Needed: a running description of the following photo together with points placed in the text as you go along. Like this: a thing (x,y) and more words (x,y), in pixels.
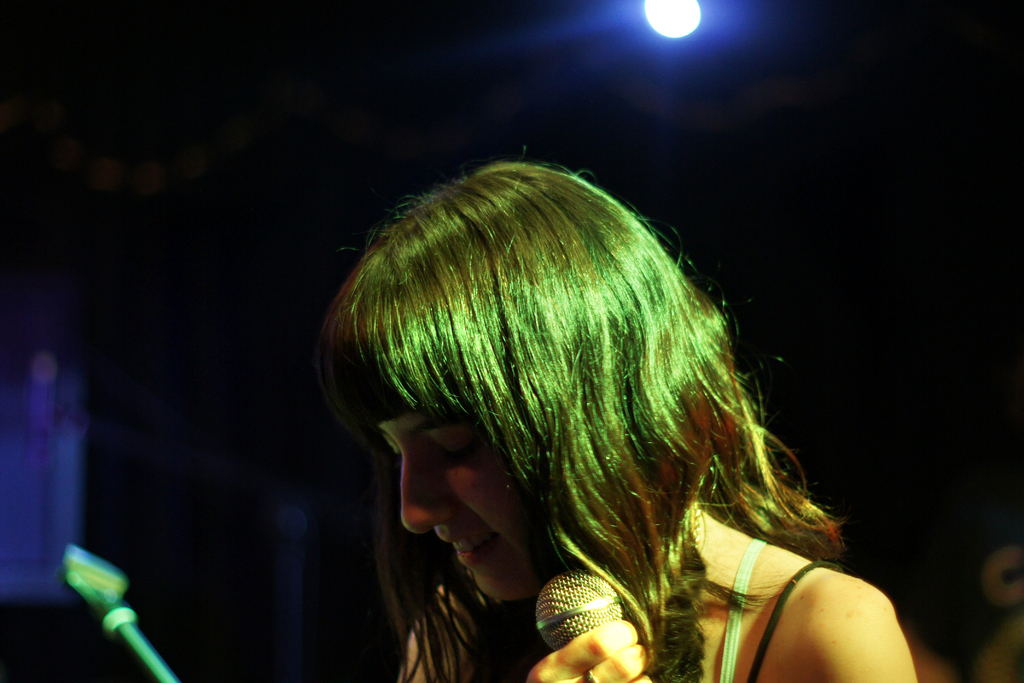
In this image I see a woman (904,660) and there is a mic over here. In the background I see the light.
